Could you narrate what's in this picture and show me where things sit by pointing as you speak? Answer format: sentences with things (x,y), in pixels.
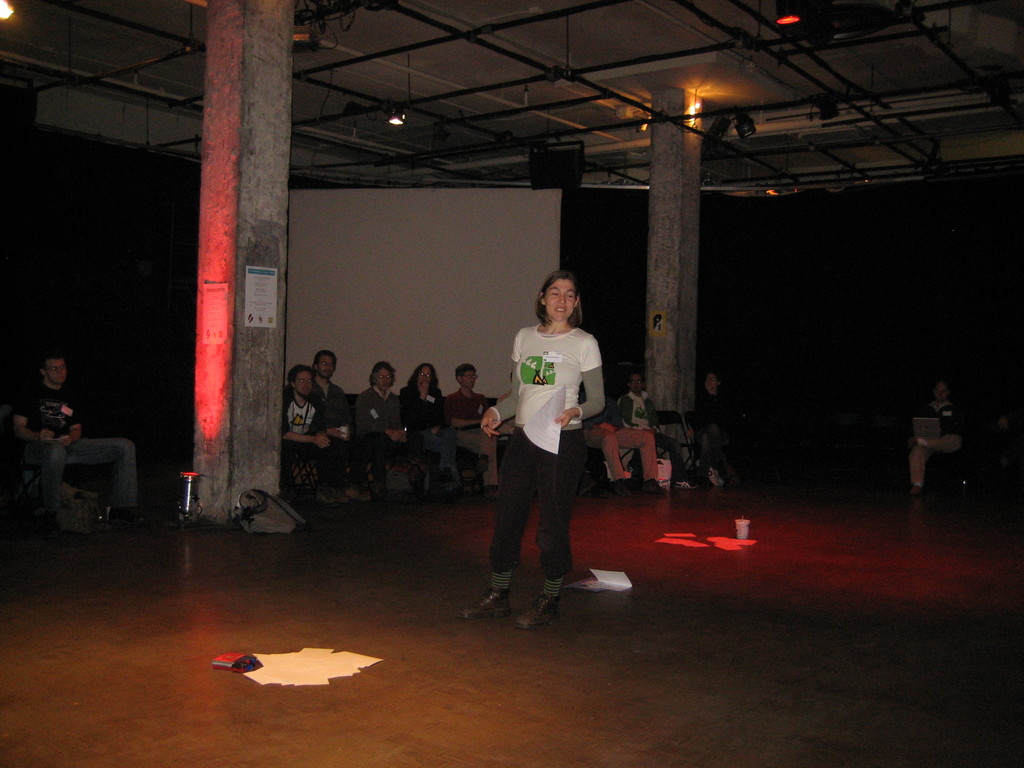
In the center of the image (559,367) there is a lady (559,367) standing holding a paper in her hand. At the bottom of the image (452,649) there is a wooden flooring (423,659). In the background of the image (419,414) there are people (426,420) sitting on chairs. There are pillars (660,360). There is a white color board (435,224). At the top of the image (506,56) there is ceiling (505,78) with rods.
